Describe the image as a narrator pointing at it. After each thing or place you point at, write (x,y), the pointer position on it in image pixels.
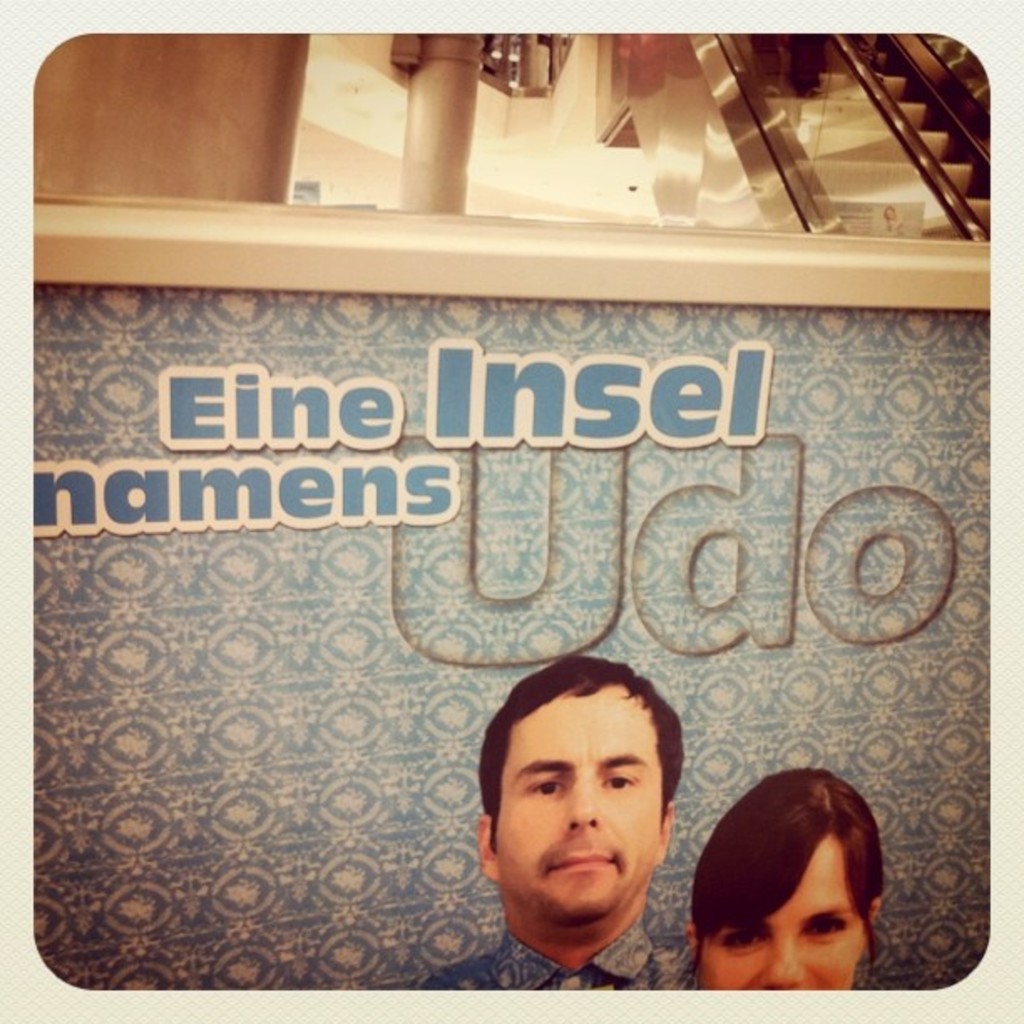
On this board (883,312) we can see a picture (856,897) of two people (749,930). Something written on this board (747,395). Background (415,173) there is an escalator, pillar (420,112) and wall (356,149).
